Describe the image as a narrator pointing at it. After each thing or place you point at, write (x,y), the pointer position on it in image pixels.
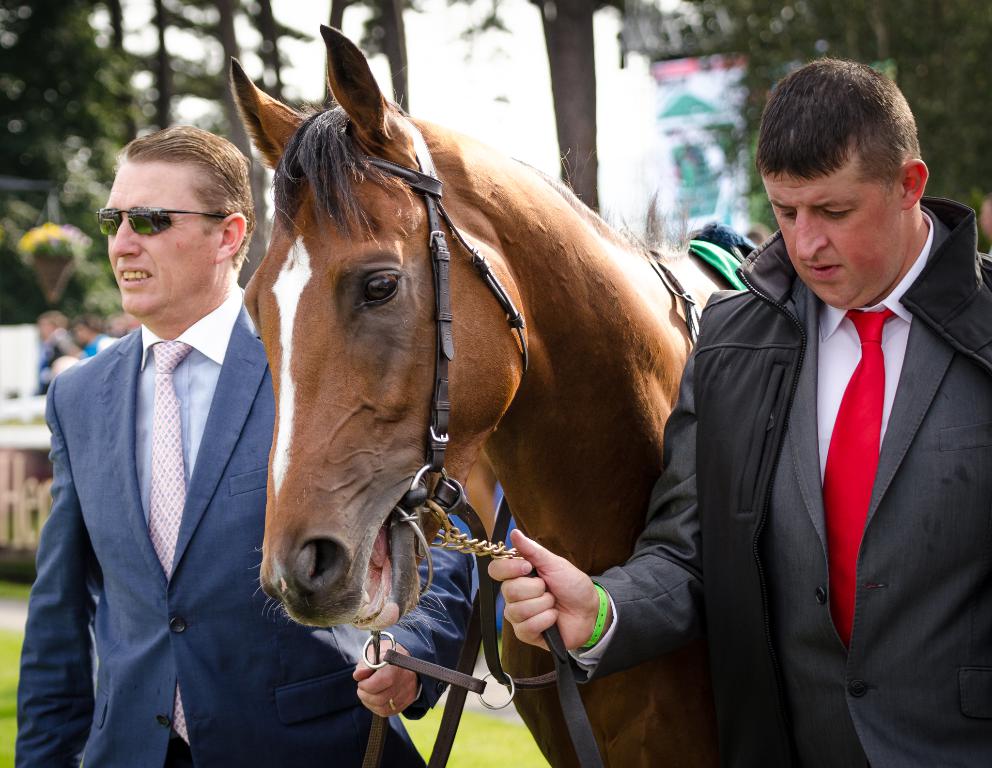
As we can see in the image there is a tree (109,23), two people (156,242) standing over here and there is a horse (458,342).
